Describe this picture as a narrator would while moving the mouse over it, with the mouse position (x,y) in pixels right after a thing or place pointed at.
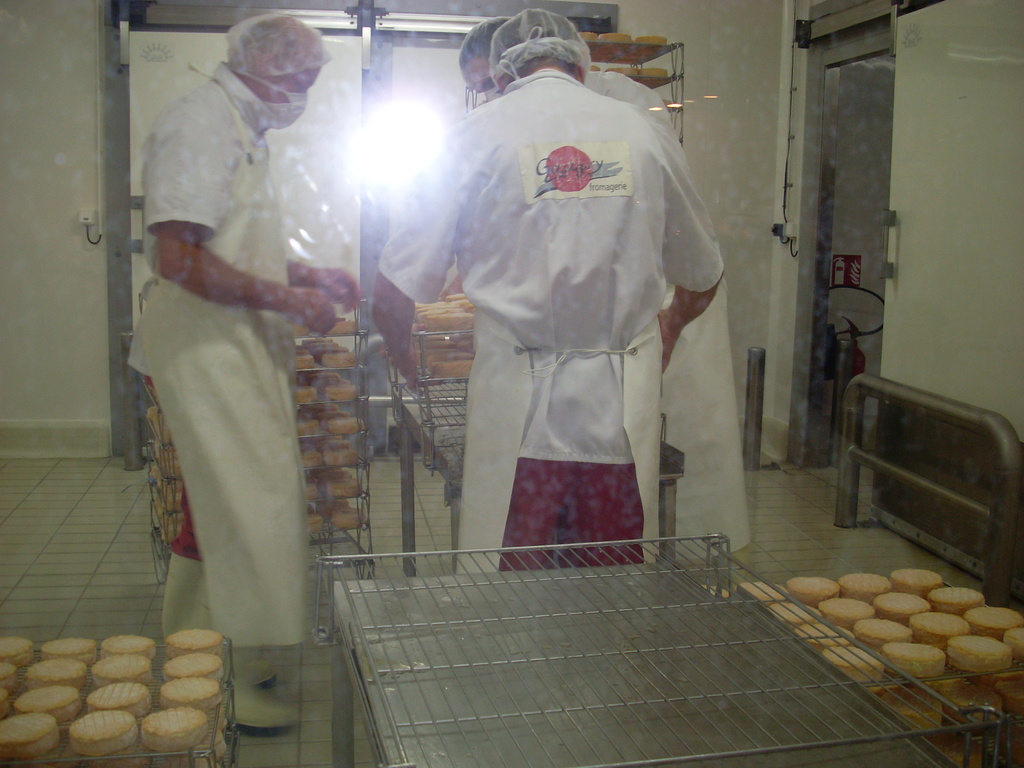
In this picture there are three men (252,348) wearing white coats (460,249). At the bottom (99,715), there are trays (668,654) with cheeses (94,696). At the top right (863,223), there is a door (912,243) to a wall (863,223). Behind the persons (271,445), there are some more trays (438,401) with cheeses (455,360).
